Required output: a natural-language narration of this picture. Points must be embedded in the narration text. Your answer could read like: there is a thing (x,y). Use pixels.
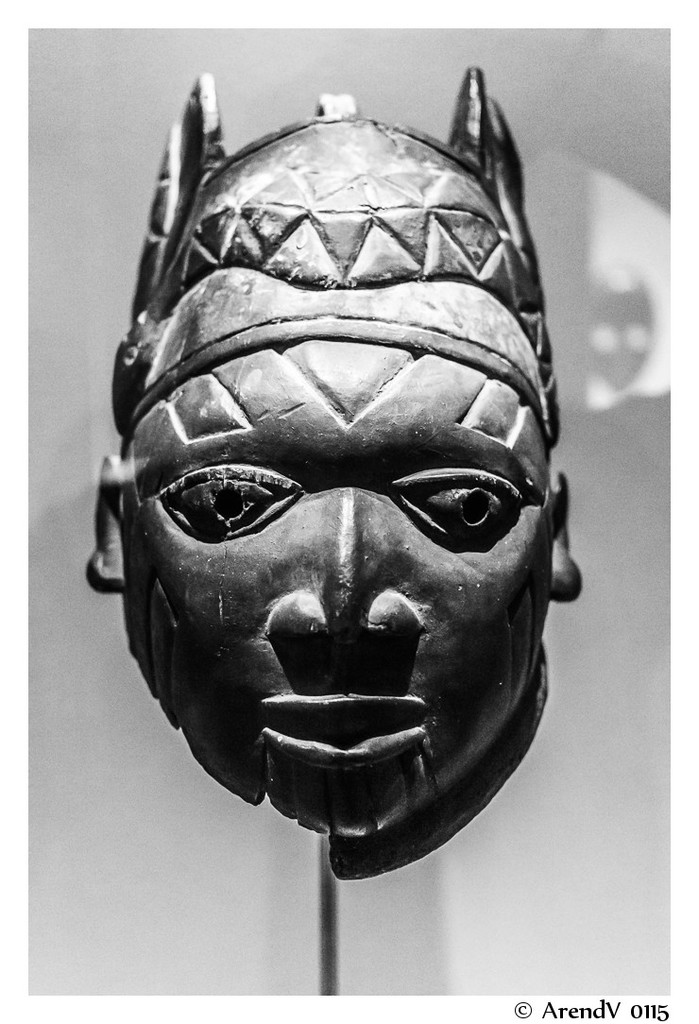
In the picture we can see a sculpture (400,788) of a human face (432,809).
